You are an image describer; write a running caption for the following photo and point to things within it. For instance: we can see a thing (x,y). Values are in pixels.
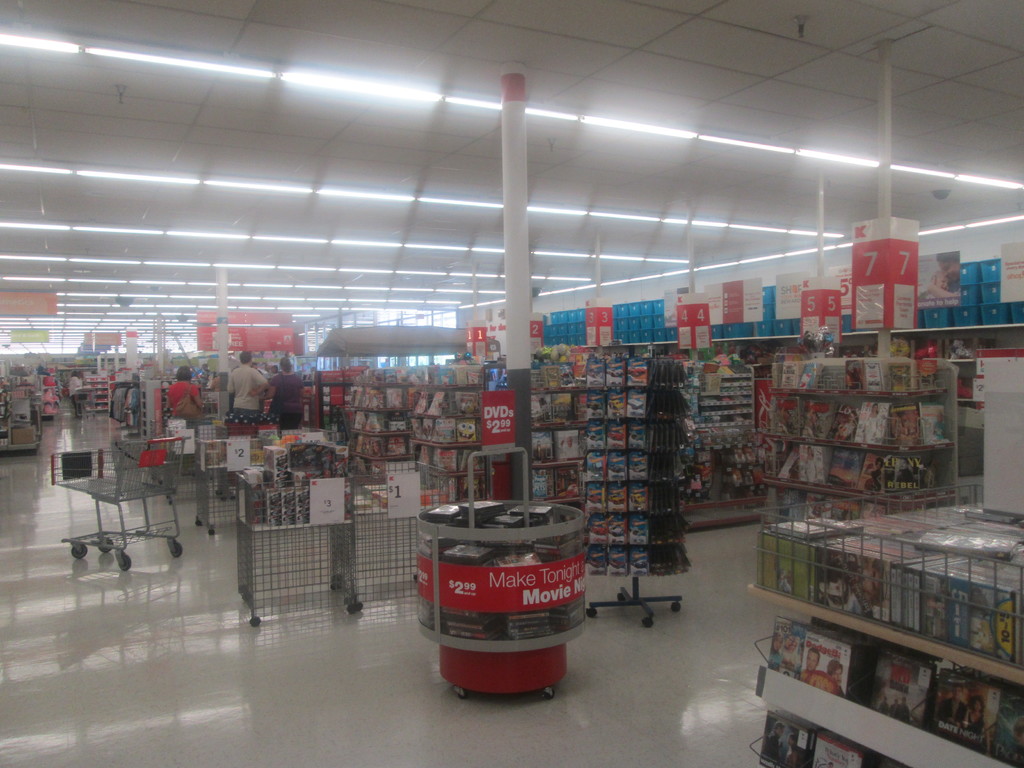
There are DVD racks (468,492), trolleys (175,481) and people (298,396) in the foreground area of the image (473,383) and lamps (269,190) at the top side (283,187), it seems like a department store (537,111).
